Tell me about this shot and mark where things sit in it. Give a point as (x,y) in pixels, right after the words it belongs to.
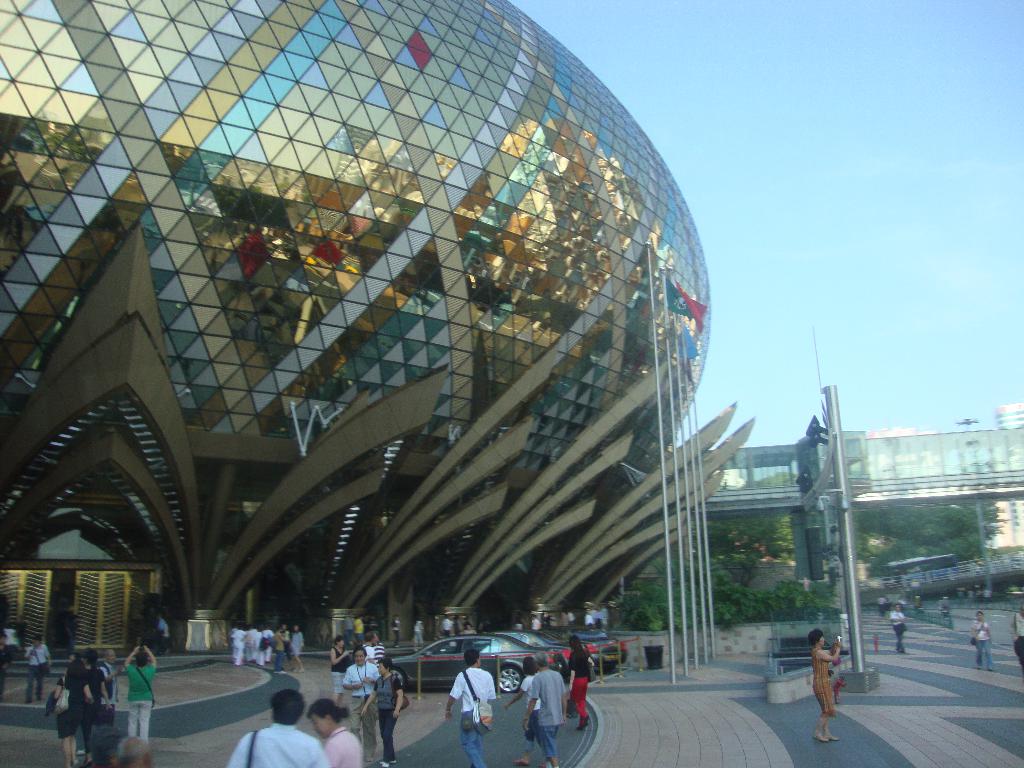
In this image there is an iconic building (368,302), in front of the building (325,539) there are people (240,643) doing different activities and cars (424,671) are parked to a side, there are flag poles (691,624) and a footpath (945,668) near the building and a road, in the background (687,55) there is a sky (760,95).
